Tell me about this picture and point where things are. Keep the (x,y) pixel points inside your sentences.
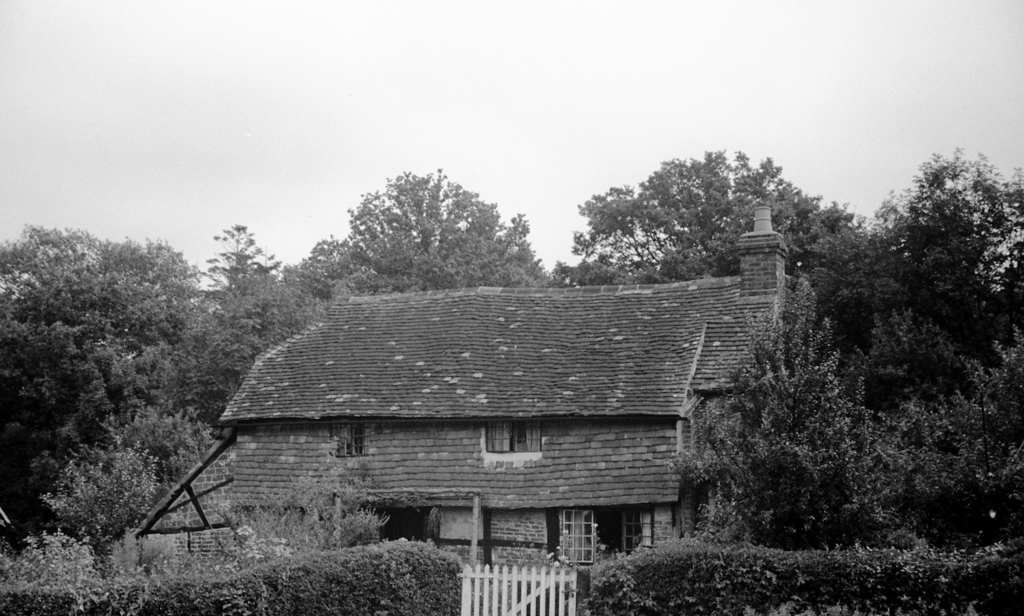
This picture is clicked outside. In the foreground (231,593) we can see that plants (762,537), trees (14,478), a white color gate (526,580) and we can see the house (535,411) and we can see the windows (632,542) of the house (605,477). In the background (711,135) we can see the sky (586,188), trees (125,347) and some other objects (201,462).
